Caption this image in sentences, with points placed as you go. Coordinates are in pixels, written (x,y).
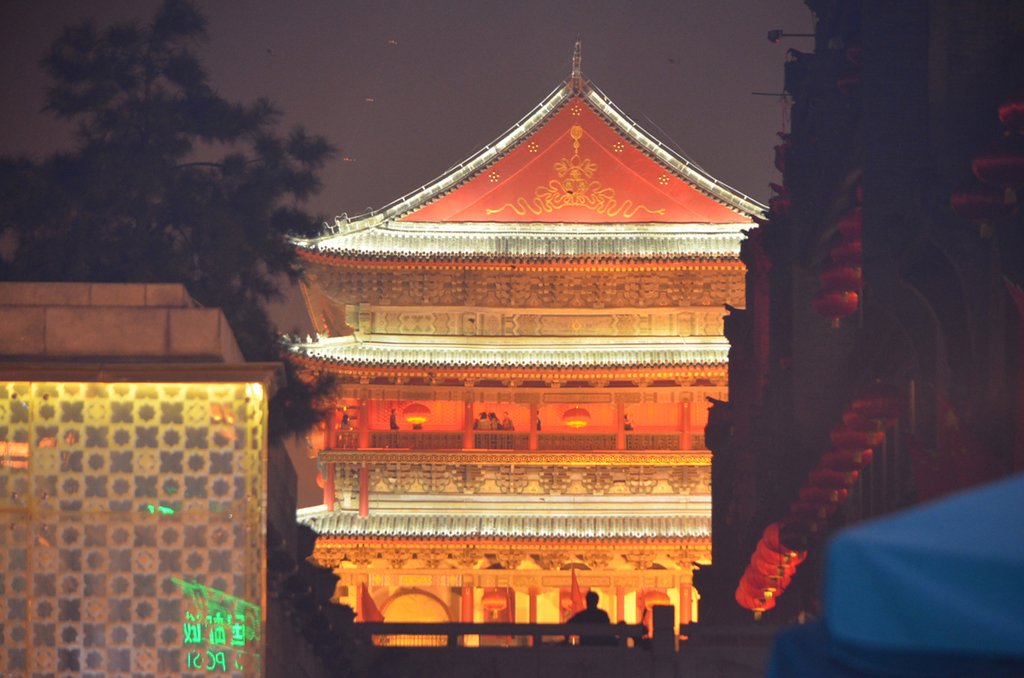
In this picture I can see there are three buildings (802,277) and in the backdrop (618,594) I can see there is a building (613,600) arranged with lights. There is a tree (39,256) onto left side (39,235) and the sky (424,81) is clear.
